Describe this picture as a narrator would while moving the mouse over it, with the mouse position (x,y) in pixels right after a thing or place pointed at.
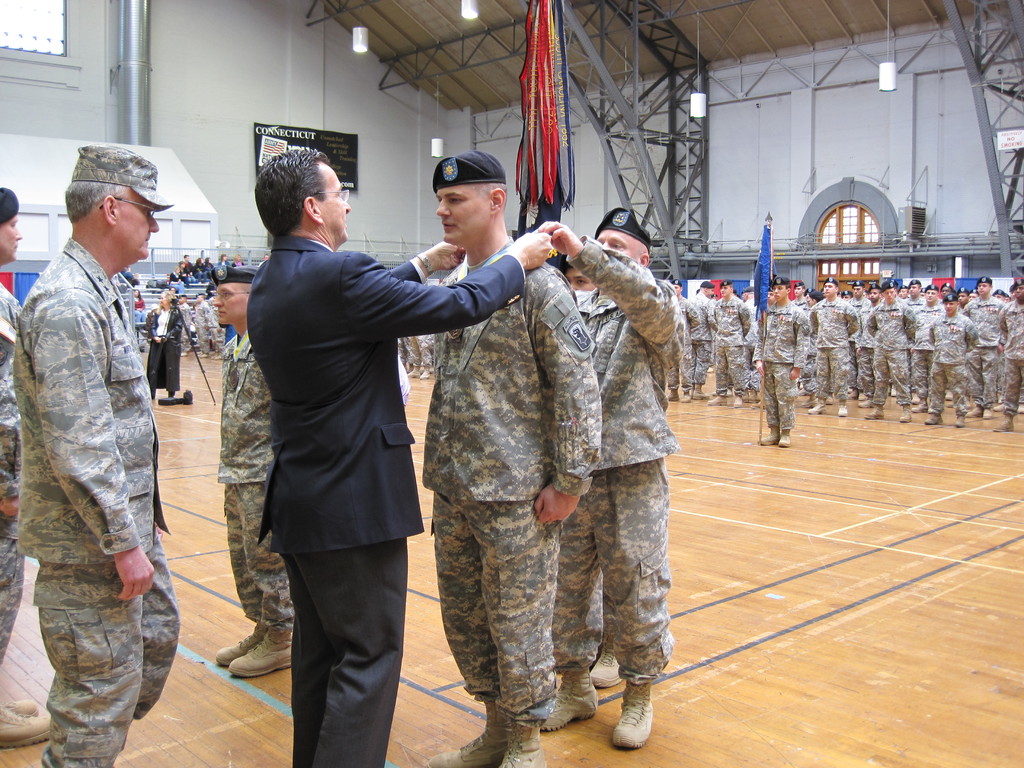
In the foreground of this image (464,714), there is a man (314,490) wearing suit (322,436) and putting a medal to another man (489,380) and we can also see few people (31,404) standing on the wooden floor (203,706). In the background (943,358), there are people (857,332) standing and a man (787,351) is holding a flag (767,281). We can also see few people (172,286) sitting on the stairs (255,257), wall (359,92), lights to the roof (461,19), window (829,224) and few ribbon like objects (552,108) at the top (536,116) in the background (526,119).
